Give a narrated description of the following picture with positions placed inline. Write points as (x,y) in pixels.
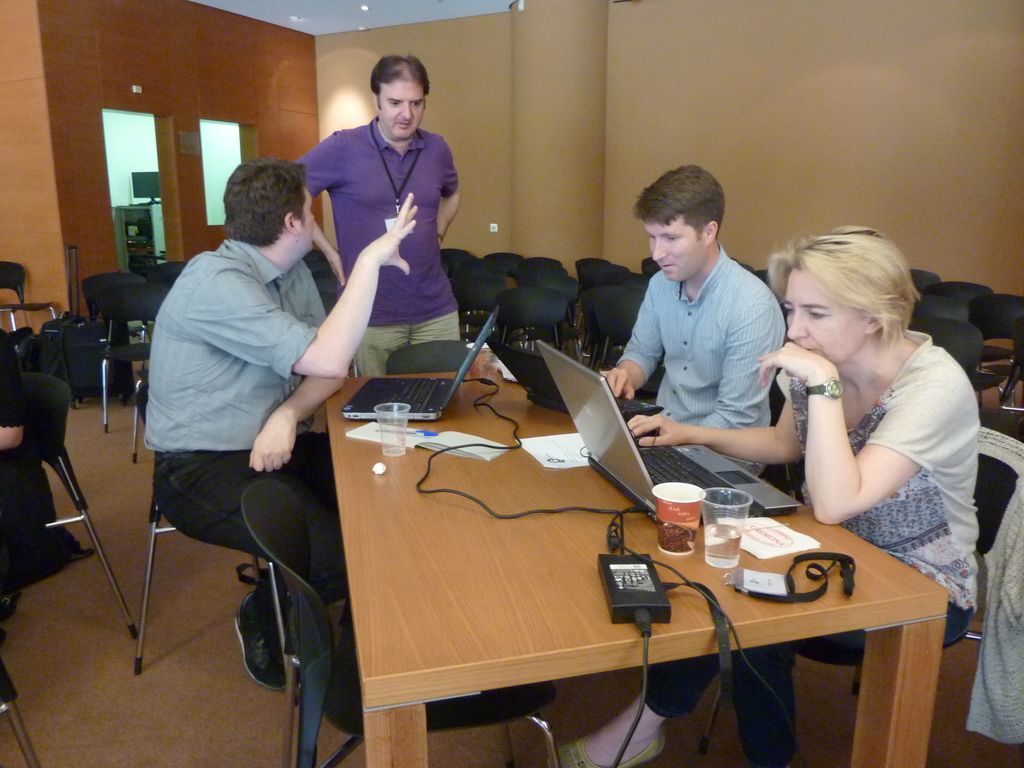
This picture shows three people (366,266) Seated on the chairs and a person (333,191) standing and we see three laptops (760,496) and couple of glasses (747,493) on the table (869,565).
